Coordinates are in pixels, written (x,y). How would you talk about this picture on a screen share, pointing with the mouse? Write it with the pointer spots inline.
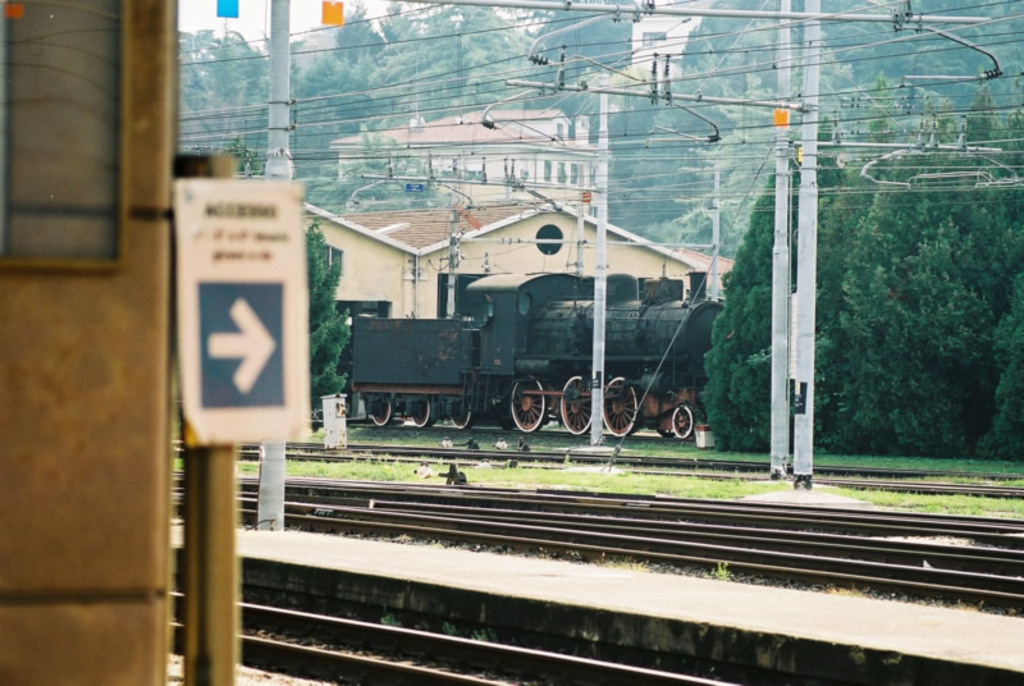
In this image we can see railway tracks (713,511). On the left side (304,255) there is a sign board (241,345) on the pole (233,493). In the back (419,354) there is a train (427,345). Also there are trees (944,215) and buildings (566,168) with windows (104,250). And there are electric poles (776,162) with wires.
